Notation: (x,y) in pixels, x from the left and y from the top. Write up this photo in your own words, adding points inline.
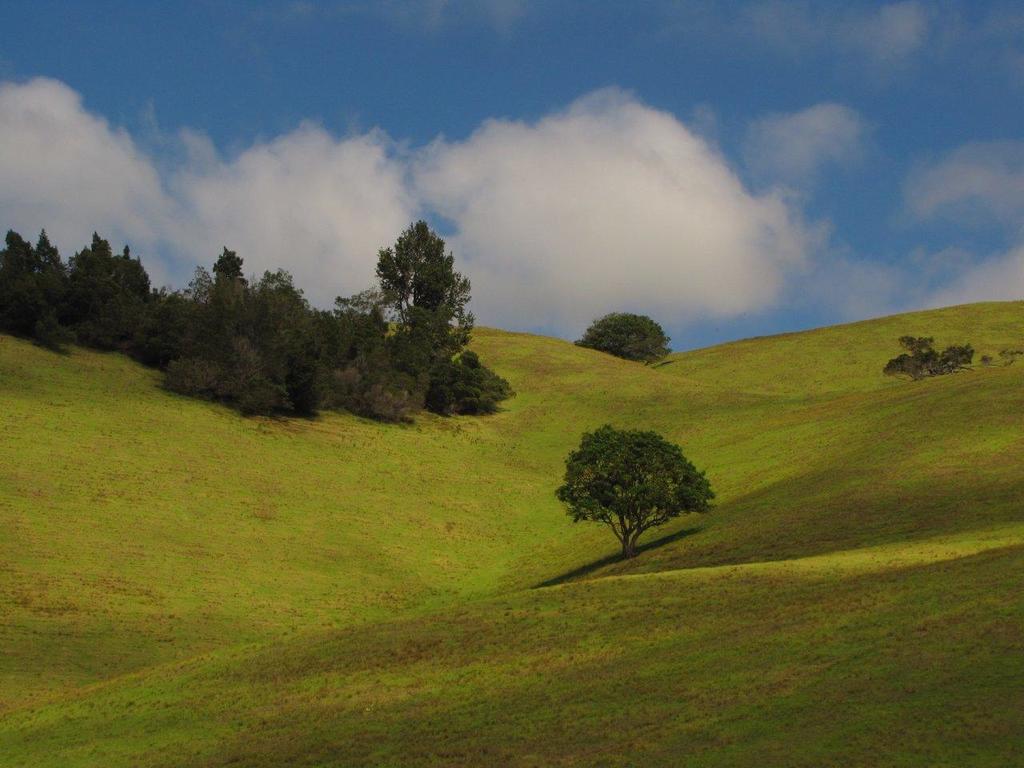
In this image there are hills (548,444) and we can see trees (389,365). In the background (623,312) there is sky (538,137).
